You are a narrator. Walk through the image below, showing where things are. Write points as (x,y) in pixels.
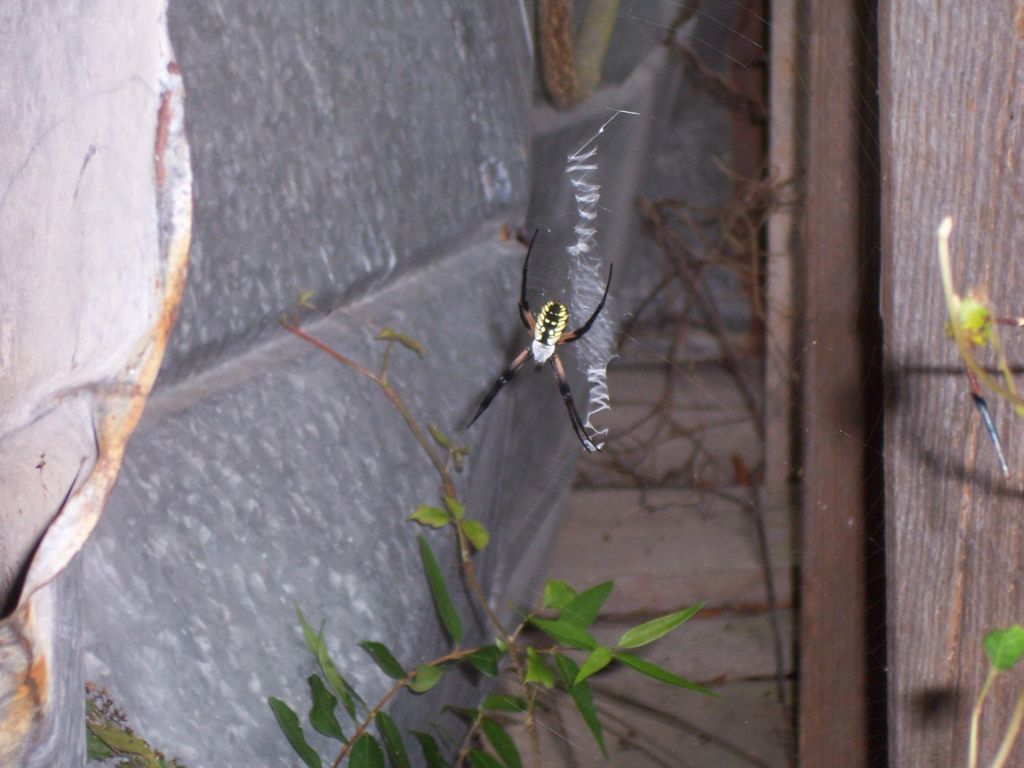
In the middle (543,355) there is a spider (555,359) in the web (593,368), at the down there are leaves (534,681) of a plant (534,681).
